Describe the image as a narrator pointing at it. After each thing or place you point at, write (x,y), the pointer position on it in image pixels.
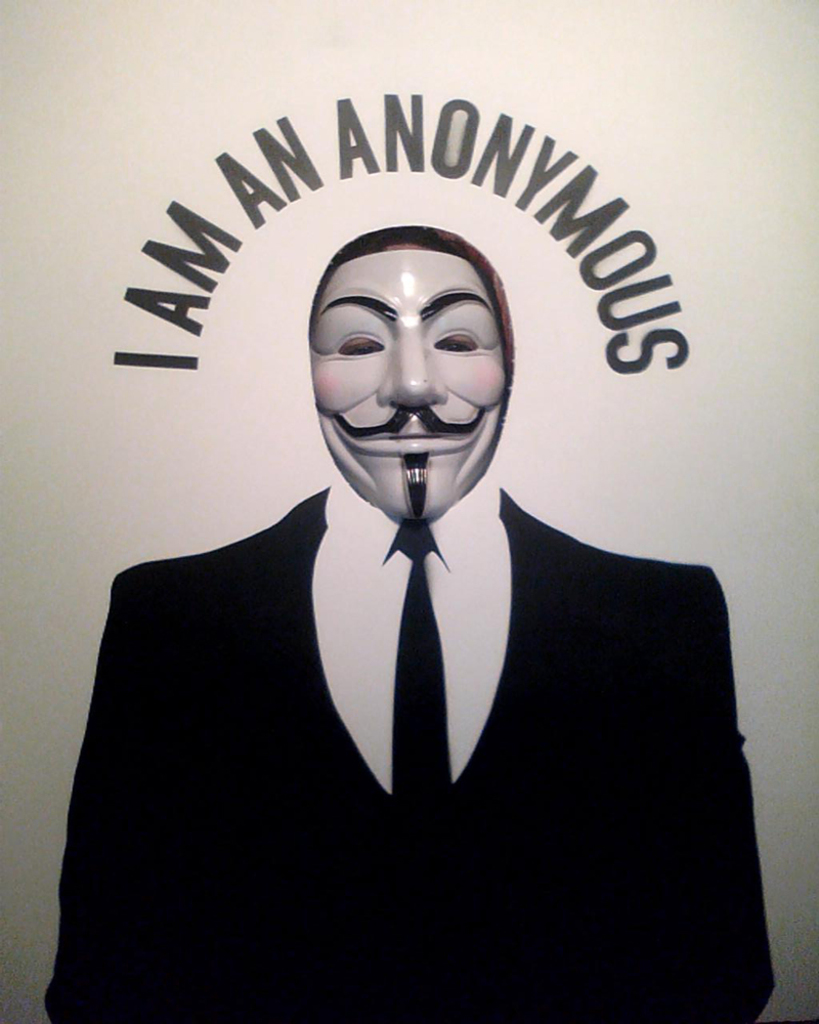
In this picture i can see a suit (274,767), shirt (385,691) and tie (422,657). Here we have a mask (418,370) and here i can see something written on it.
